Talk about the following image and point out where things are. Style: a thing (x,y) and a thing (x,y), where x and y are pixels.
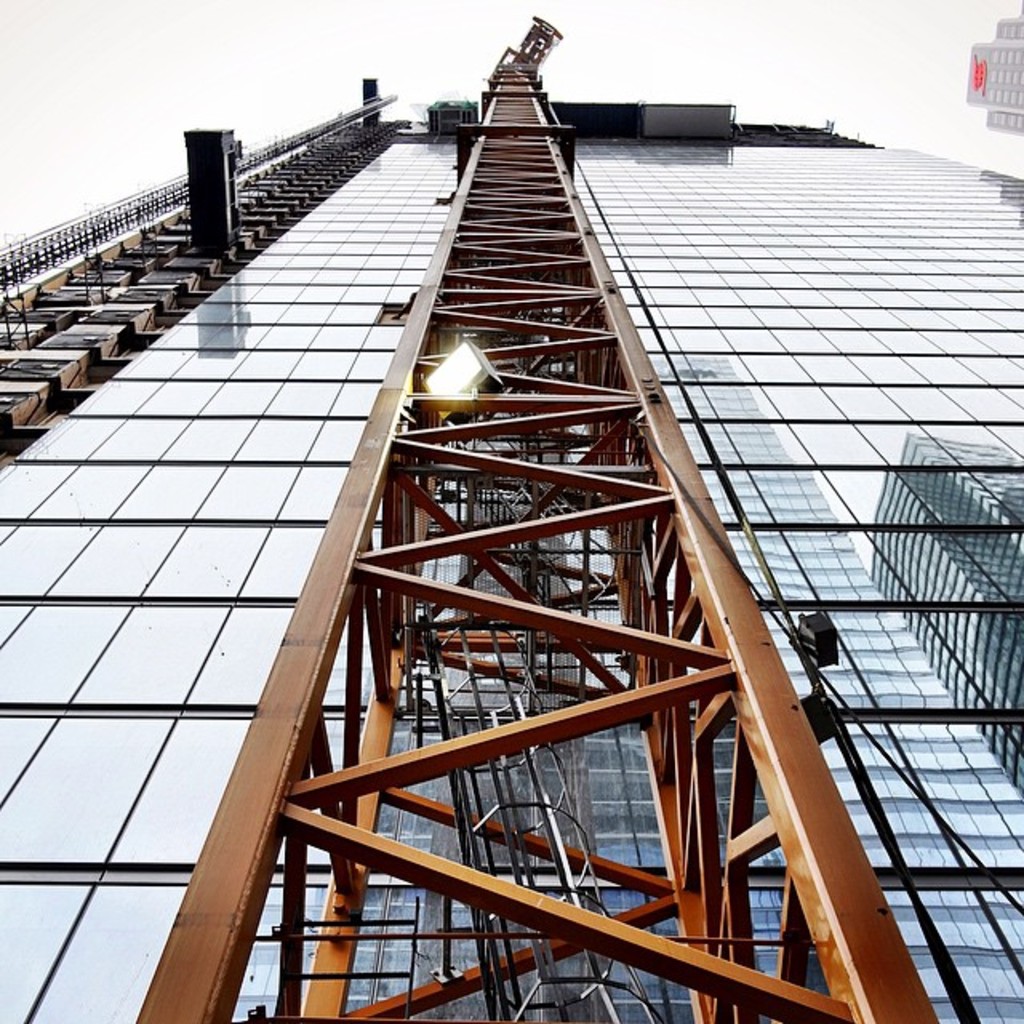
Here in this picture we can see a building (50,530) present over a place and we can see the front of it is fully covered with glass (106,510) and in the middle (596,392) we can see a tower (505,108) present and we can also see lights (477,369) on the tower (484,201) and we can see reflection (905,546) of other buildings (995,551) on the glasses (870,509) of the building (859,494) and we can see the sky (74,45) is cloudy.
